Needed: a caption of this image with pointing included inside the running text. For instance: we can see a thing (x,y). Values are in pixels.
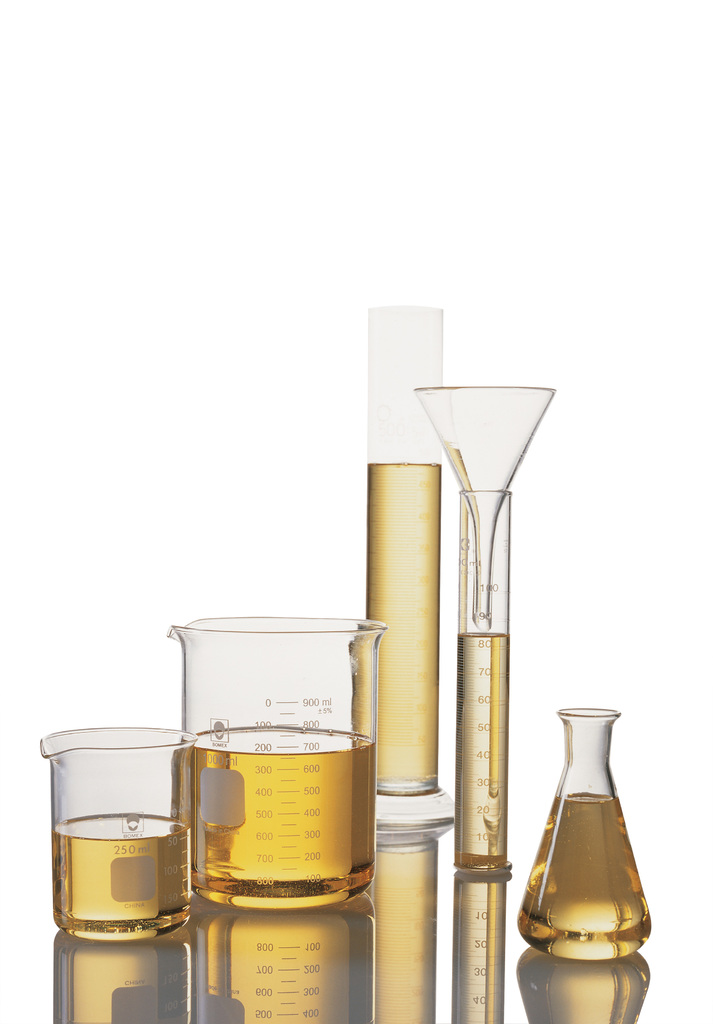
In this picture we can see the liquid (102,857) in a conical flask (625,856), measuring jars (234,699) and measuring cylinders (384,576). We can see a funnel (535,390).
